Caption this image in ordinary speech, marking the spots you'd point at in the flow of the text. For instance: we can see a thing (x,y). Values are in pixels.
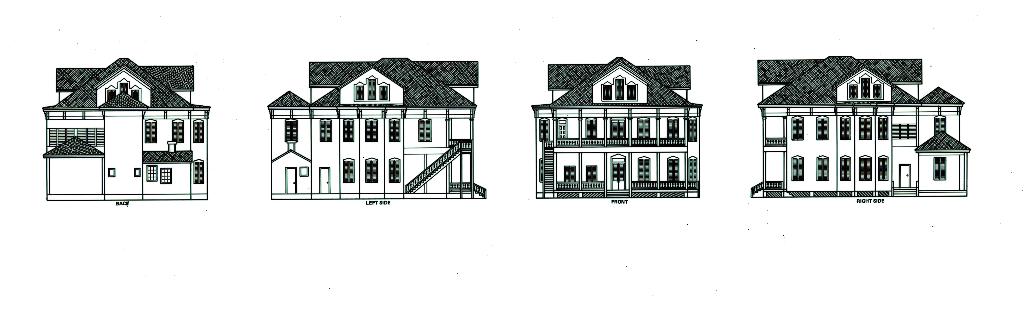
In this picture, we see an art or sketch of four buildings (644,144). At the bottom of each building (100,199), we see some text (386,203) written. In the background (479,204), it is white in color.
